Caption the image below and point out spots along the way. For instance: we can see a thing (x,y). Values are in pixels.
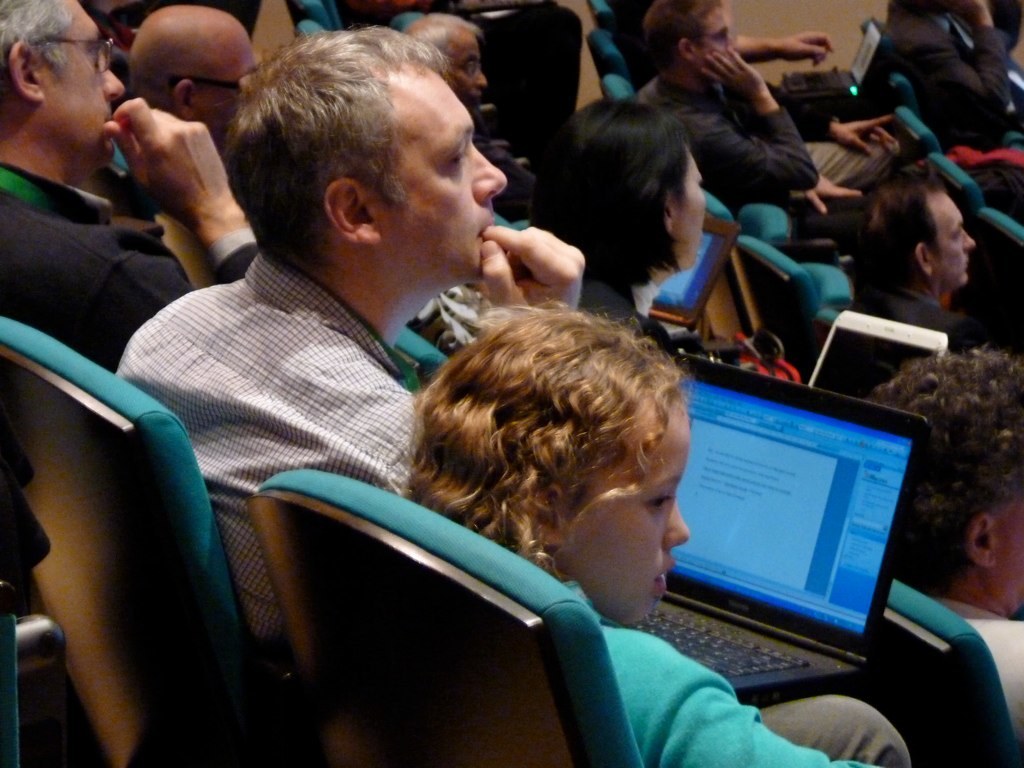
In this image there are a group of people (578,359) sitting on chairs (355,596) in which some of them are operating laptops (815,678).
